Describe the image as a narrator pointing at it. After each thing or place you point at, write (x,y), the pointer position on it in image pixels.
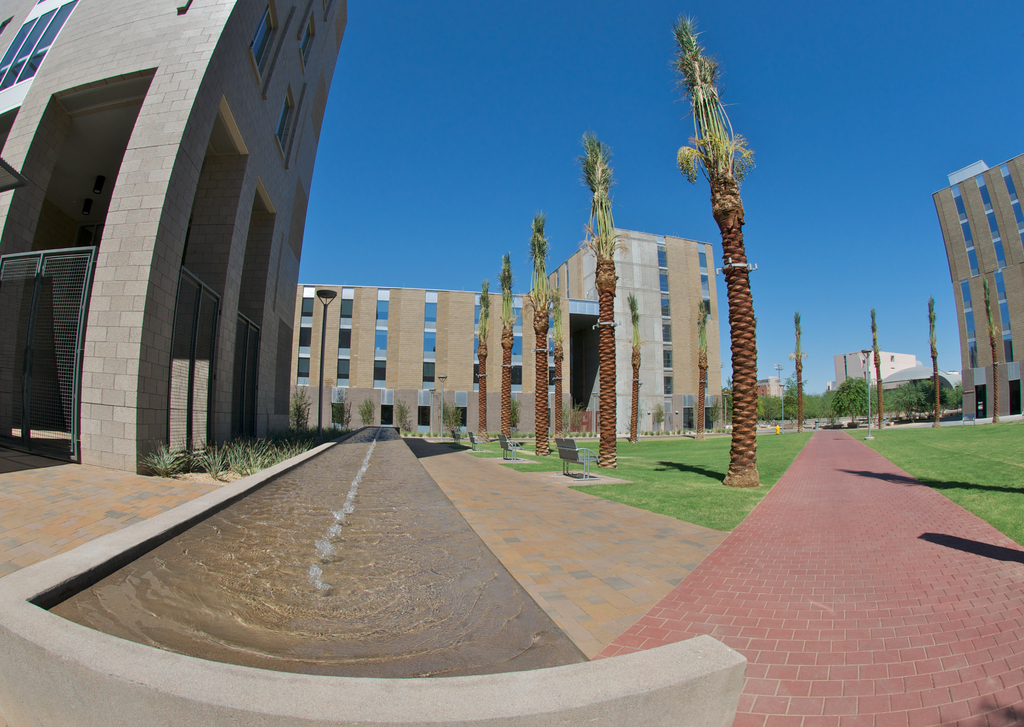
Here in this picture we can see buildings (549,305) with number of windows (1020,393) present on the ground (866,428) and we can see some part of ground (903,446) is covered with grass (621,470) and we can also see plants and trees (701,400) present and we can also see benches (511,460) present on the ground (622,451) and we can see the sky (789,175) is clear.
